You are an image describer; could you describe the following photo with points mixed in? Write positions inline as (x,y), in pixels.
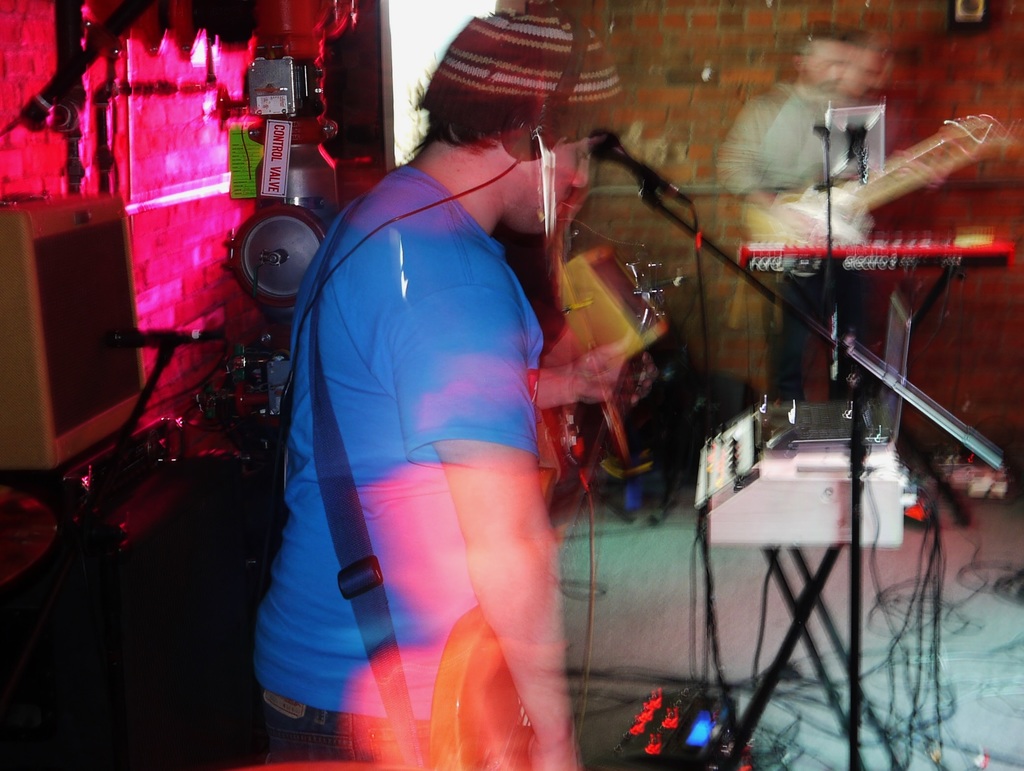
In this image I can see a man (517,91) is standing and holding a guitar (452,719), I can also see he is wearing a cap (594,101) and a headphone (508,151). Here I can see a mic (599,143) and another person (808,278) with guitar (762,219).
